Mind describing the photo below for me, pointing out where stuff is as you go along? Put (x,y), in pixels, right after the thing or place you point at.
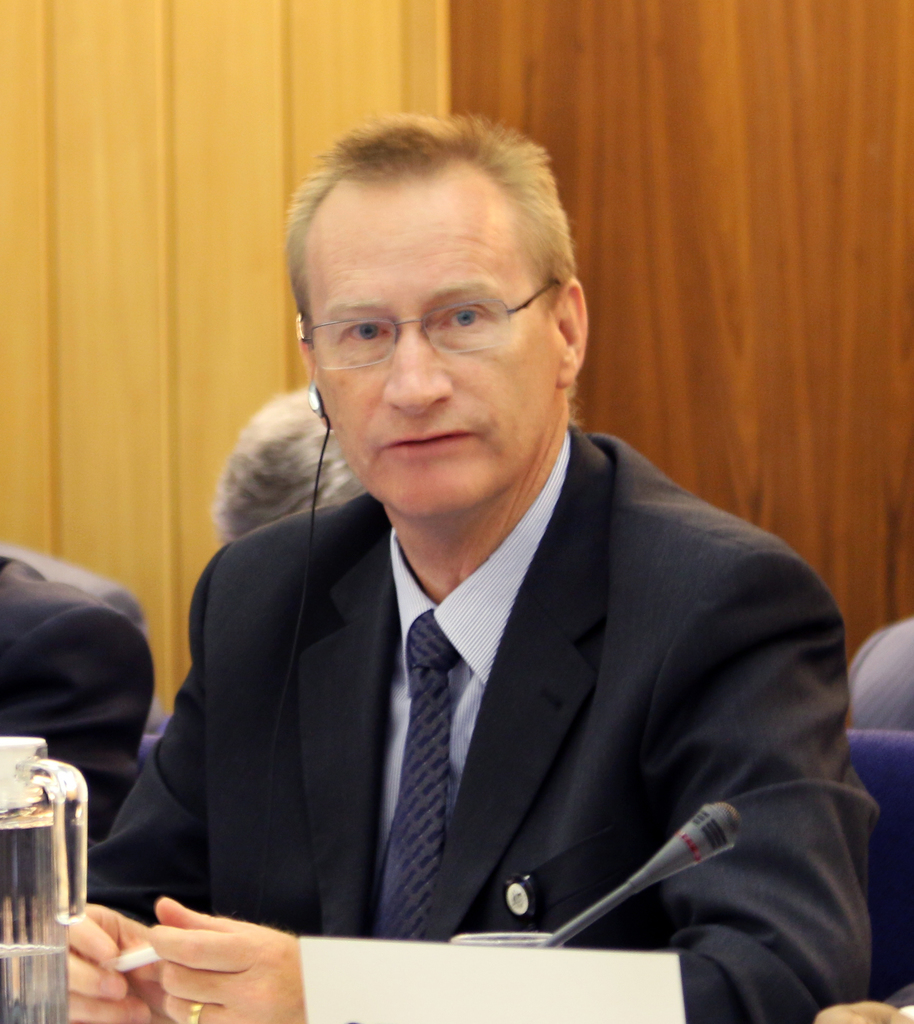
In front of the picture, we see a man (505,582) in the black blazer (557,690) is sitting on the chair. He is wearing the spectacles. In front of him, we see a glass jar (51,875), name board (492,965) and a microphone (700,822). Behind him, we see the people (69,614) are sitting on the chairs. In the background (569,128), we see a wooden wall (784,108) in brown color. On the left side (241,157), we see a wall (283,298) in yellow color.
